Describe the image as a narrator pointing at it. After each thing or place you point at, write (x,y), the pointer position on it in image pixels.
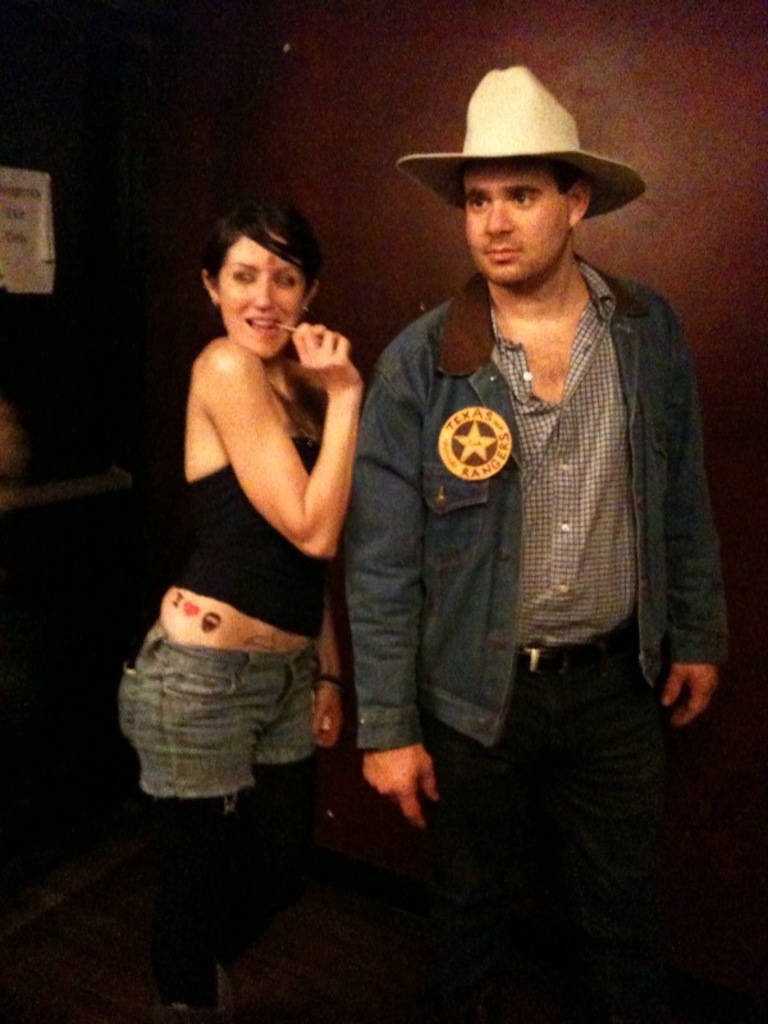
In the picture we can see a man (480,288) and a woman (196,743) standing, woman (270,525) is with black top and keeping something in her mouth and smiling and man (599,780) is with a blue color jacket (423,355) with shirt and hat (599,181) and behind them we can see a wall (241,115) which is brown in color.
